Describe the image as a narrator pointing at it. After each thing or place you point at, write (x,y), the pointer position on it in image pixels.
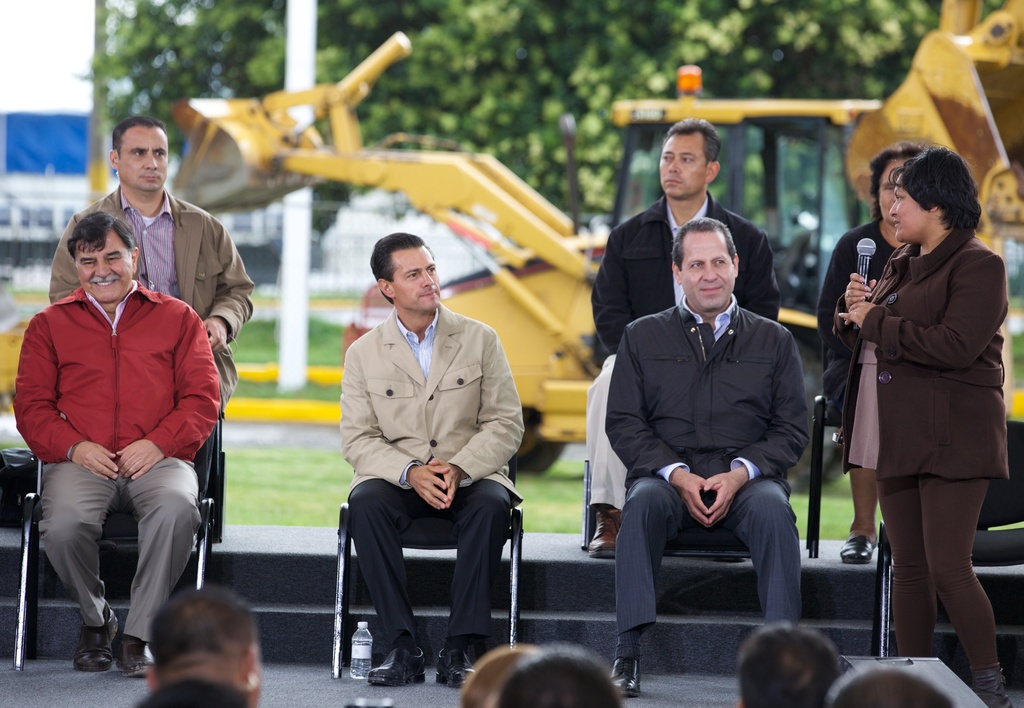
There are three men (183,415) sitting on the chairs (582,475) and smiling. I can see a water bottle (352,639) under the chair (339,640). There are few people (844,237) standing. Here is the woman (875,314) holding a mike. This looks like a vehicle (576,177). I think this is the pole (293,203), which is white in color. These are the trees (655,51). At the bottom of the image (890,686), I can see few people heads (600,680).
